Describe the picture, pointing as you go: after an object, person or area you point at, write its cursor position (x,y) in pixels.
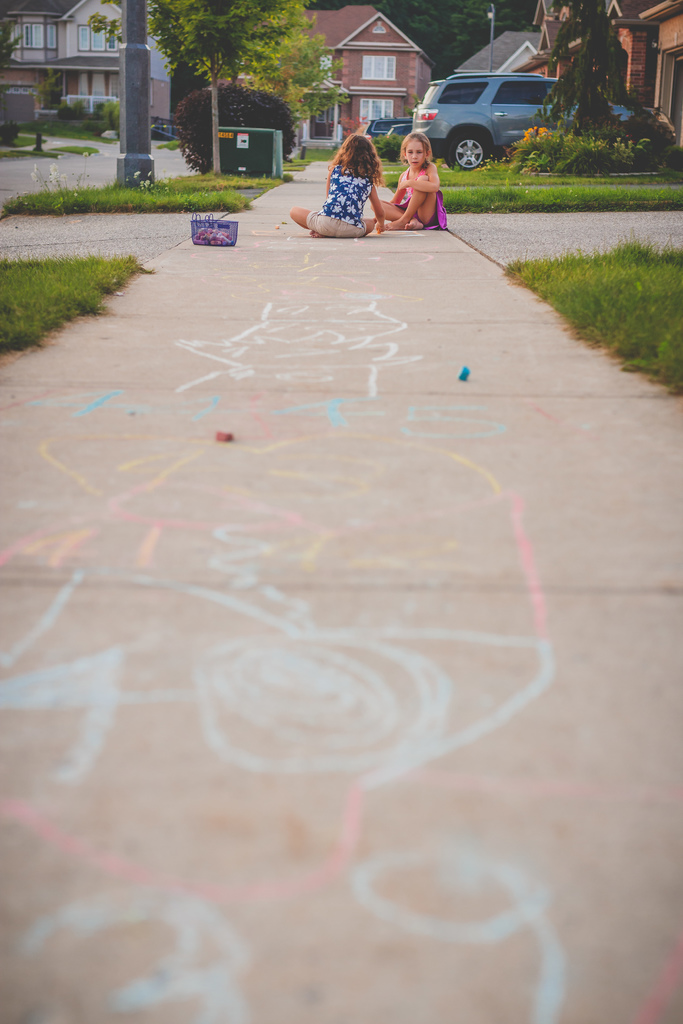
This picture is clicked outside. In the center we can see the two kids (375,184) sitting on the ground (524,306) and we can see the green grass (567,181), plants (566,129) and some other objects (267,169). In the background (388,95) we can see the trees (451,22), poles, vehicle (476,94) and the buildings (652,17) and some other objects (242,164).
